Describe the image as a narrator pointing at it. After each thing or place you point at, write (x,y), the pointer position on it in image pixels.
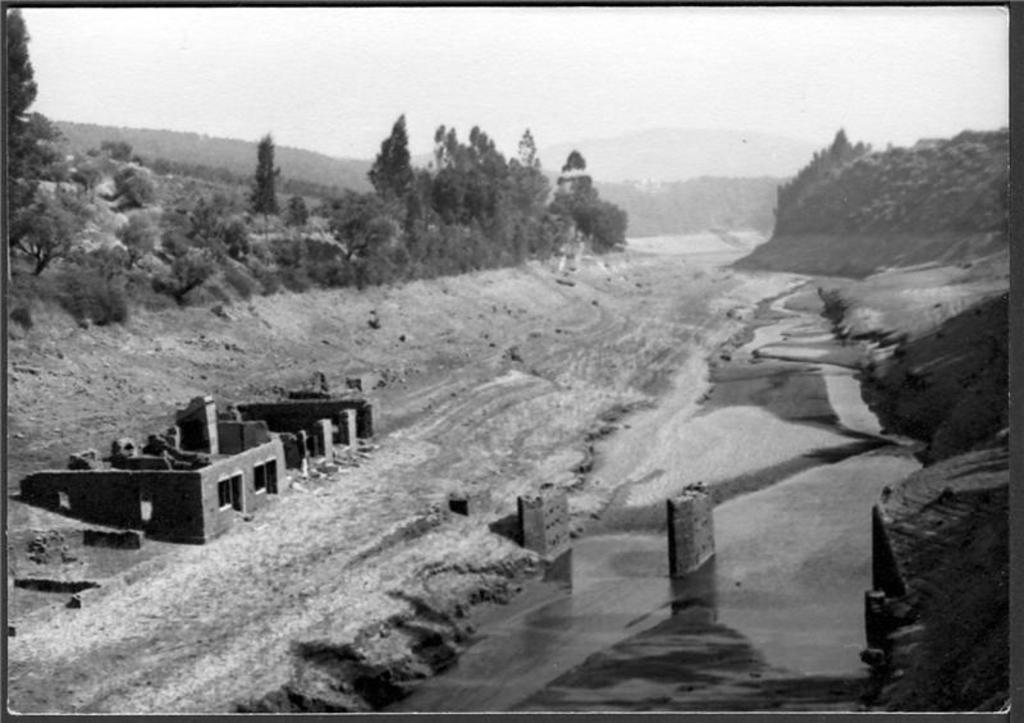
It is the black and white image in which there is a riverbed (573,389) in the middle (481,376) and there are trees (525,218) on either side of it. On the right side (808,517) there is water (811,479). On the left side (237,461) there are some stone ruins (260,450) on the riverbed (670,283).
